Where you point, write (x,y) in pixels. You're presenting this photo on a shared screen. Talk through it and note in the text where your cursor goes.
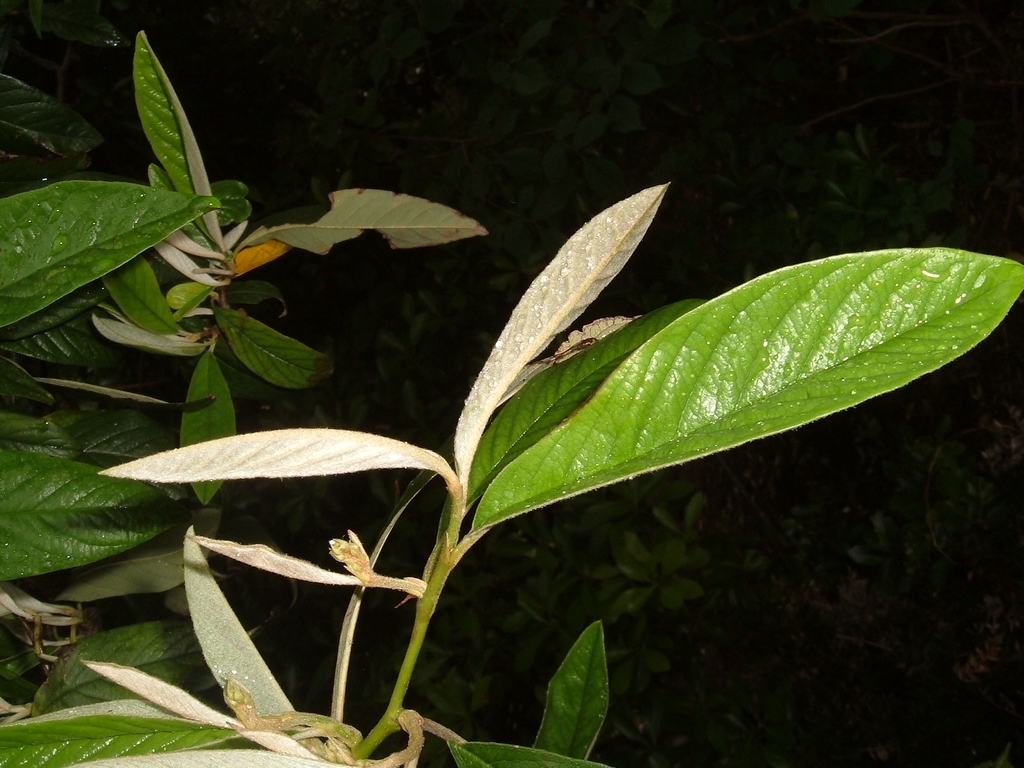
In this image we can see leaves (110,483) and stems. In the background (396,117), we can see plants (635,602).
